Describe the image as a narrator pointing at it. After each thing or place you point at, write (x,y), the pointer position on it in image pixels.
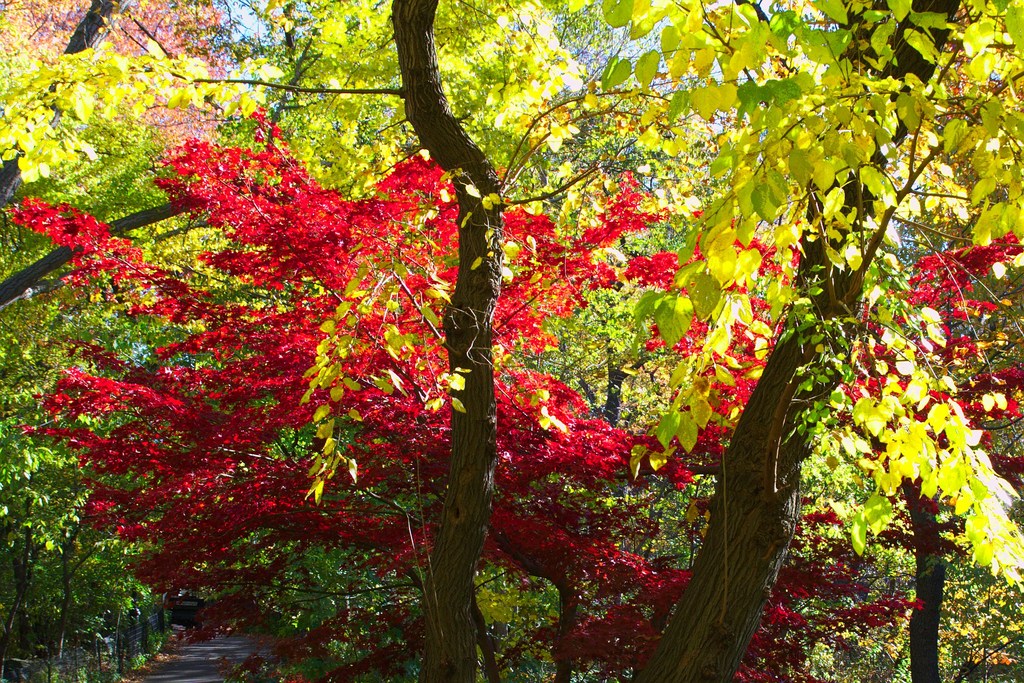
In this image we can see trees (258,191), path (211,669) and fence (157,612). In the background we can see the sky (697,181).
